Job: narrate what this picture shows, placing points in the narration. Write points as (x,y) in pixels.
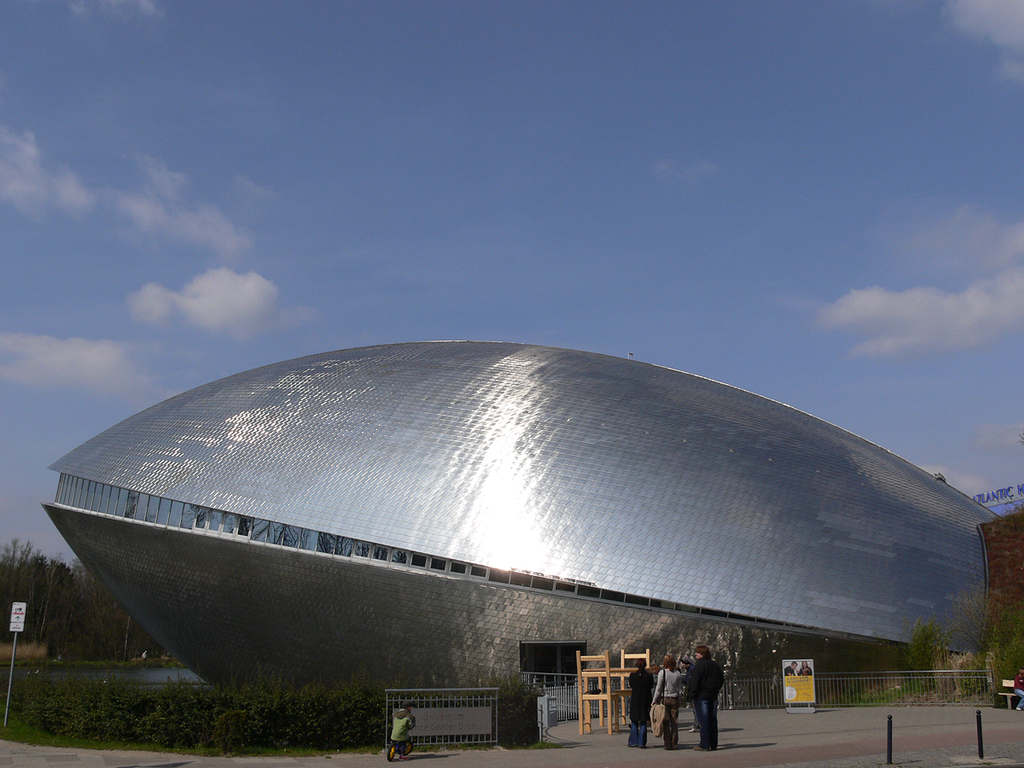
In this image we can see architecture building (637,528), boards (797,695), railings (761,697), plants (240,691), trees (23,566) and cloudy sky (585,244). In-front of this building (690,619) there are people (682,668).
